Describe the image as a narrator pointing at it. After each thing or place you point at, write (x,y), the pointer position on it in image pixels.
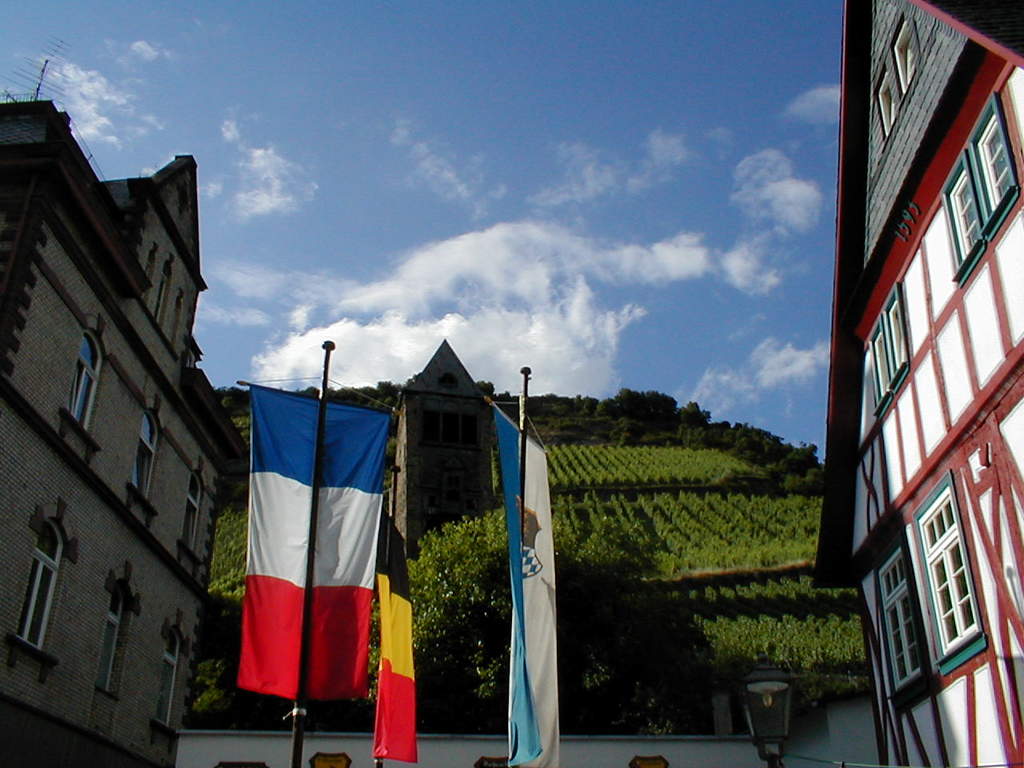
In this image, we can see buildings (902,736), walls (977,721), glass windows (949,592), flags (389,609) and poles (396,467). At the bottom (764,727), we can see the light (765,741). In the background (741,676), we can see trees (582,583), tower (430,411), wall (452,498), windows (447,419), hill (761,581) and sky (491,298).
